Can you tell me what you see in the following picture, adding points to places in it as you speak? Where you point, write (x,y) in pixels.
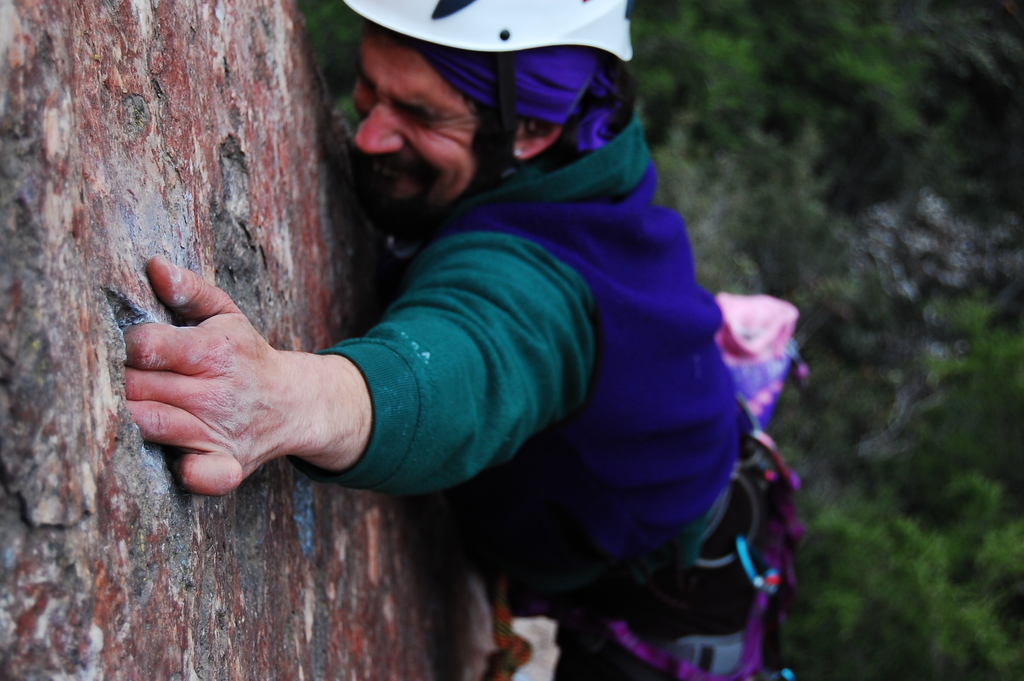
In this image I can see a person (502,156) visible in front of the hill (134,190) and person (466,378) is doing hill climbing, on the left side (214,209), on the right side (893,260) I can see some trees (865,444).
